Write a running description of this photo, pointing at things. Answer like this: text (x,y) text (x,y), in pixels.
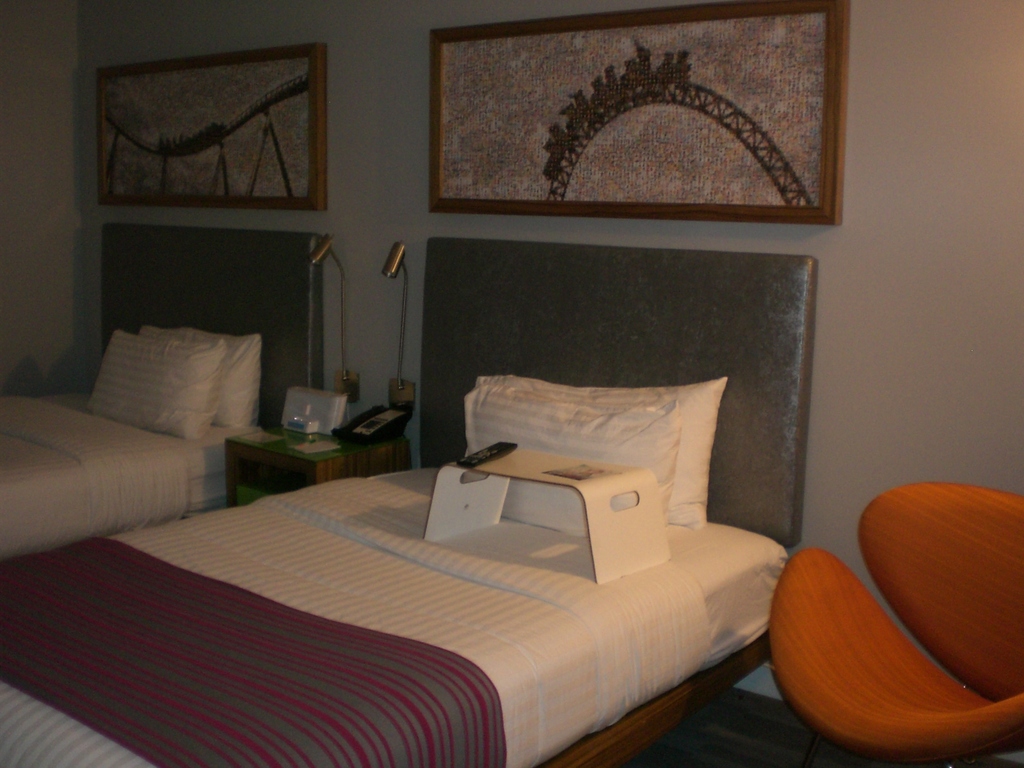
The image is taken in a room (168,512). In the image there are two beds (106,422), pillows (235,360), desk (404,462), chair (842,634), remote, lamps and various objects (329,401). At the top (269,172) there are frames (471,104) to the wall (351,62).
